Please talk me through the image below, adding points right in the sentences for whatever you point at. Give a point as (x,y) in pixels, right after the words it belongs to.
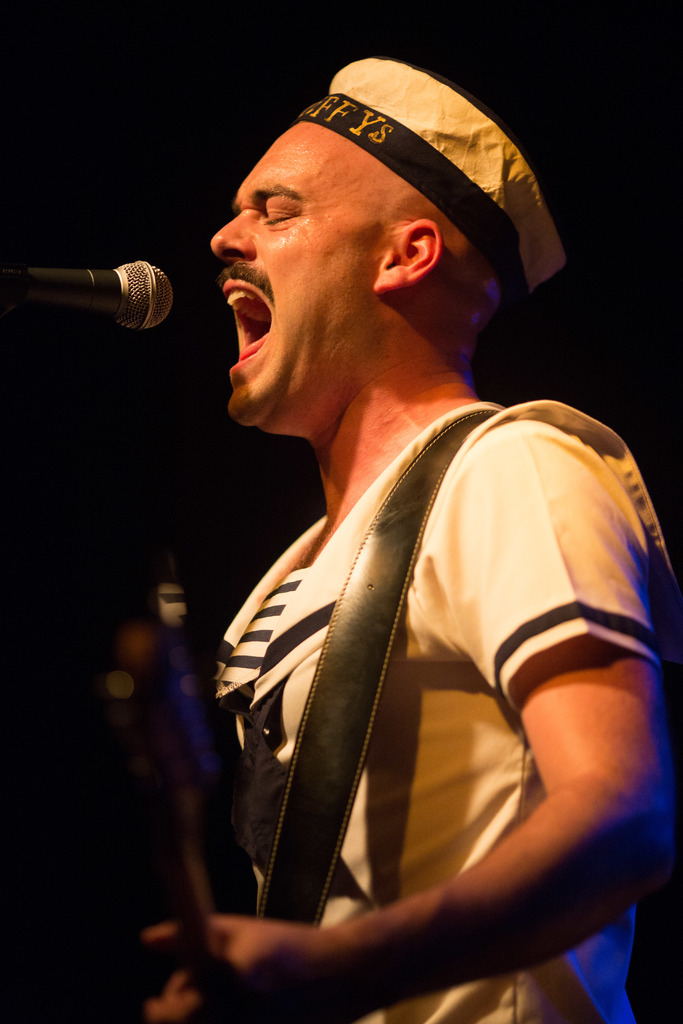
There is a person (385,354) wearing a cap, holding a guitar (204,734) and standing in front of a mic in the foreground area of the image (291,410).
